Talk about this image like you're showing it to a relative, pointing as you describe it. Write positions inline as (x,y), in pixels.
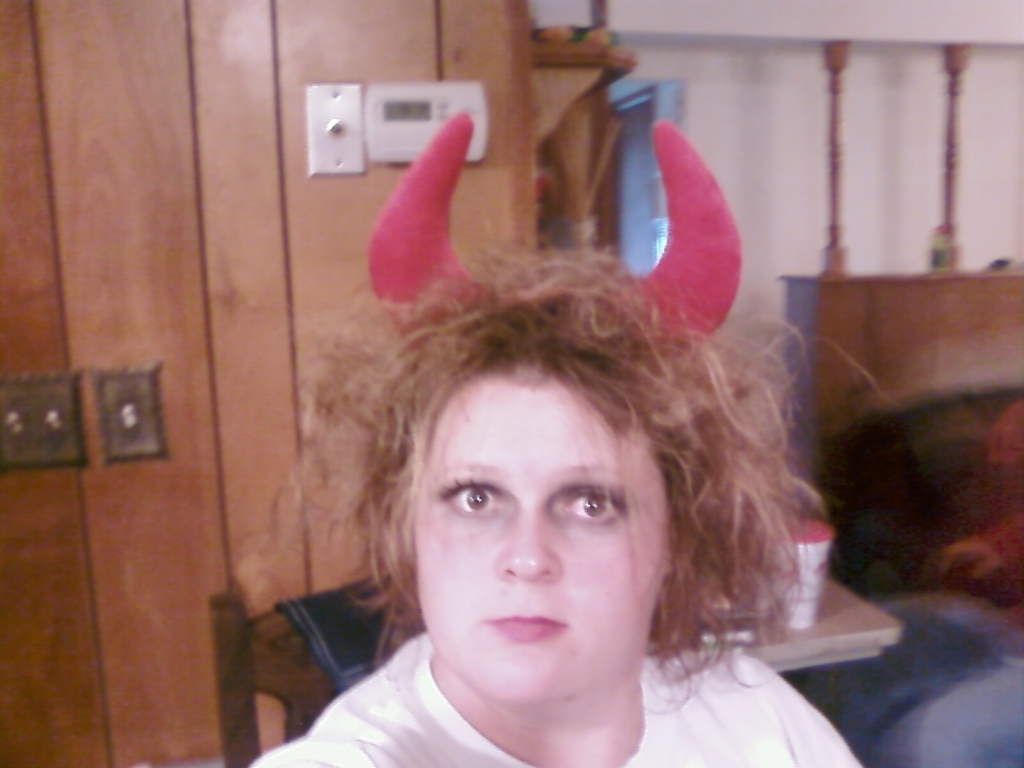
In this image we can see a woman (707,552) wearing horns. On the backside (842,673) we can see a wall (296,458), a napkin (378,619) on a chair (236,685), a person (1000,649) sitting and a container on a table (803,660).
